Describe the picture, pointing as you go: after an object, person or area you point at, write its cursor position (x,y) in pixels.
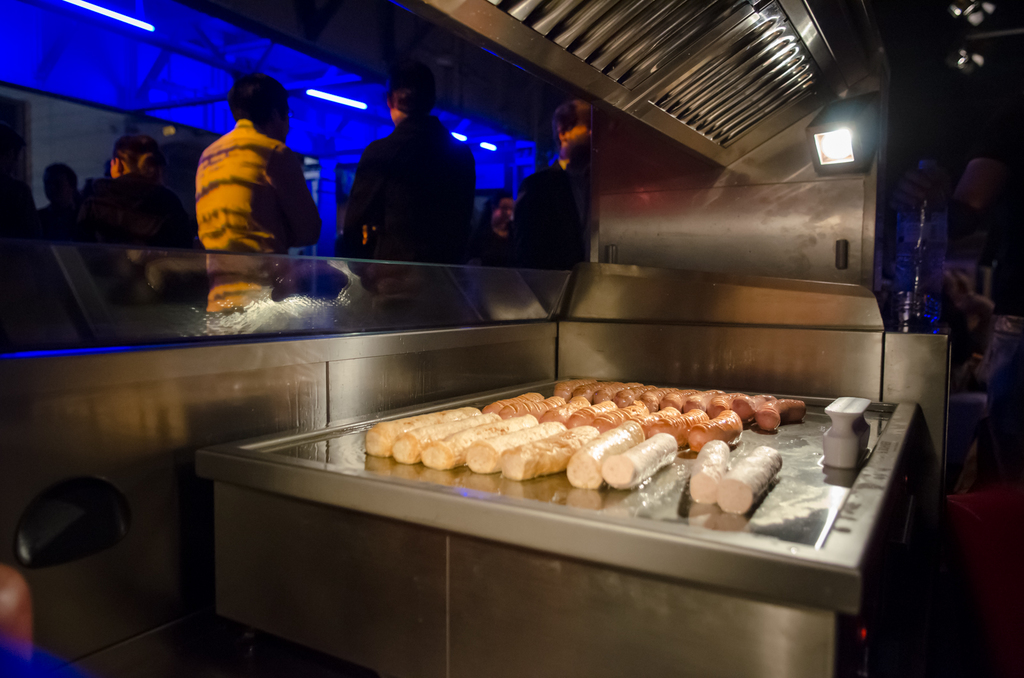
In this image we can see the food items (647,417) on the top of an object (779,448). We can also see the glass barrier (351,303) and behind the barrier (431,293) we can see some people (146,206) standing. We can also see the lights (873,135) and this image is taken during night time.
